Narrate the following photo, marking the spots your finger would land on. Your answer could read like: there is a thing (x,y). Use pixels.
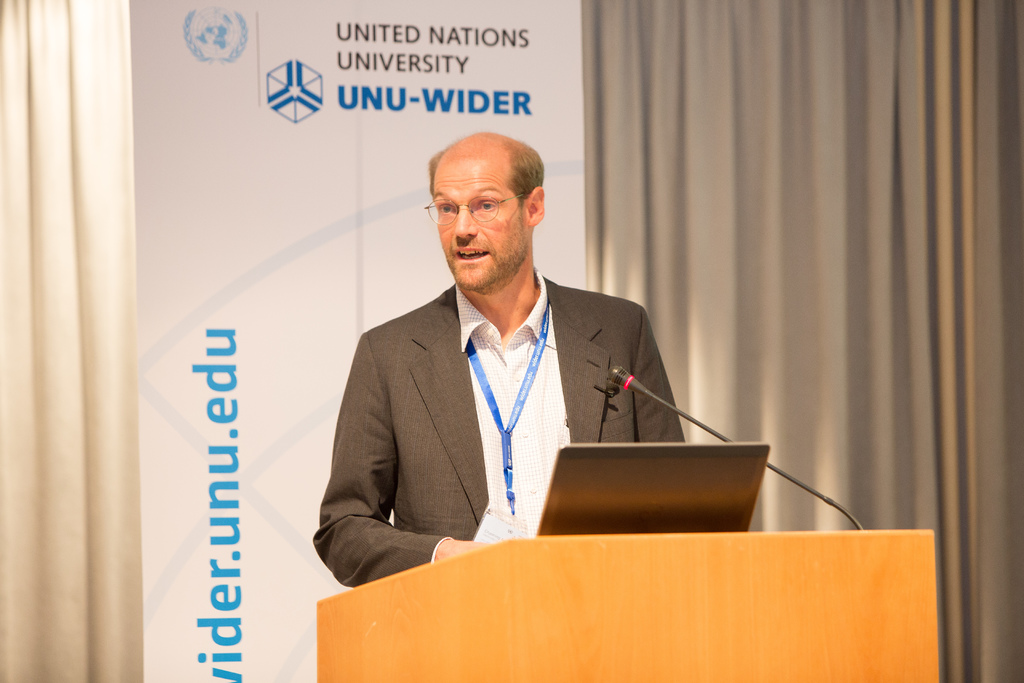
In this image i can see a man (501,343) standing wearing a blazer (447,413) and a badge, there is a podium (517,622) in front of him, a laptop (611,485) and a microphone (620,378) on the podium (553,637), at the background (677,131) i can see, a ash color curtain (742,152) and a banner (328,116) in the white color and something written on it.
